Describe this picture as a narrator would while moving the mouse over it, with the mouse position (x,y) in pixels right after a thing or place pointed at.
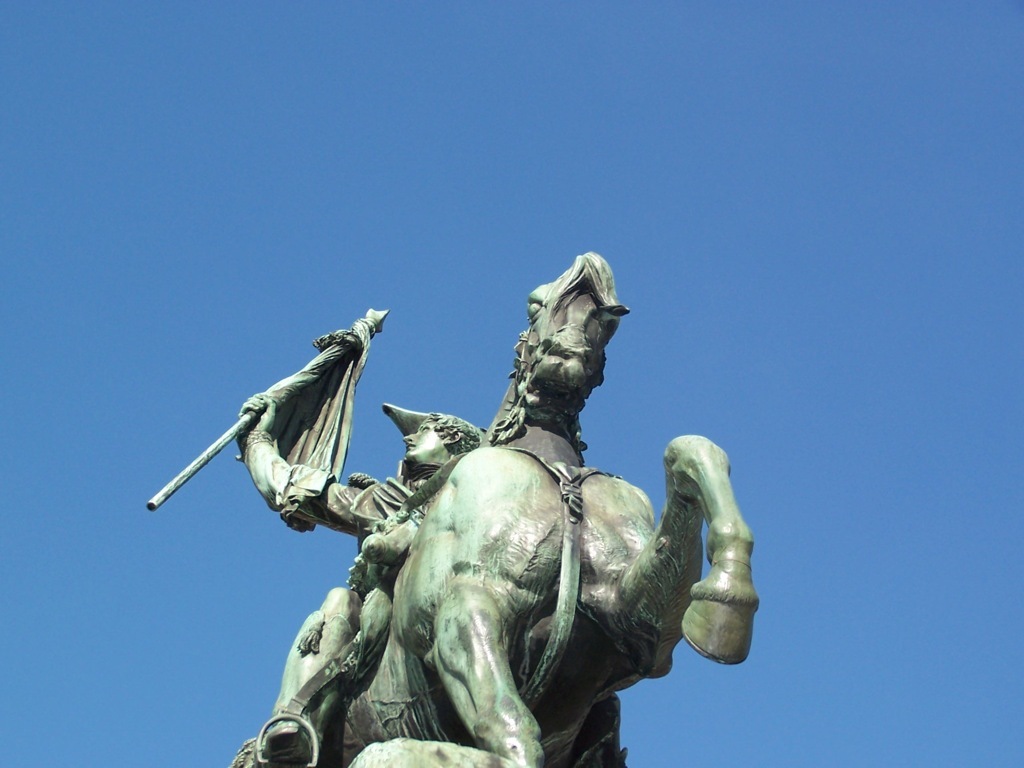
In this picture we can see a statue (621,667) of a person (326,644) sitting on a horse (447,572) and holding a flag (364,326) with his hand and in the background (206,508) we can see the sky (88,693).
